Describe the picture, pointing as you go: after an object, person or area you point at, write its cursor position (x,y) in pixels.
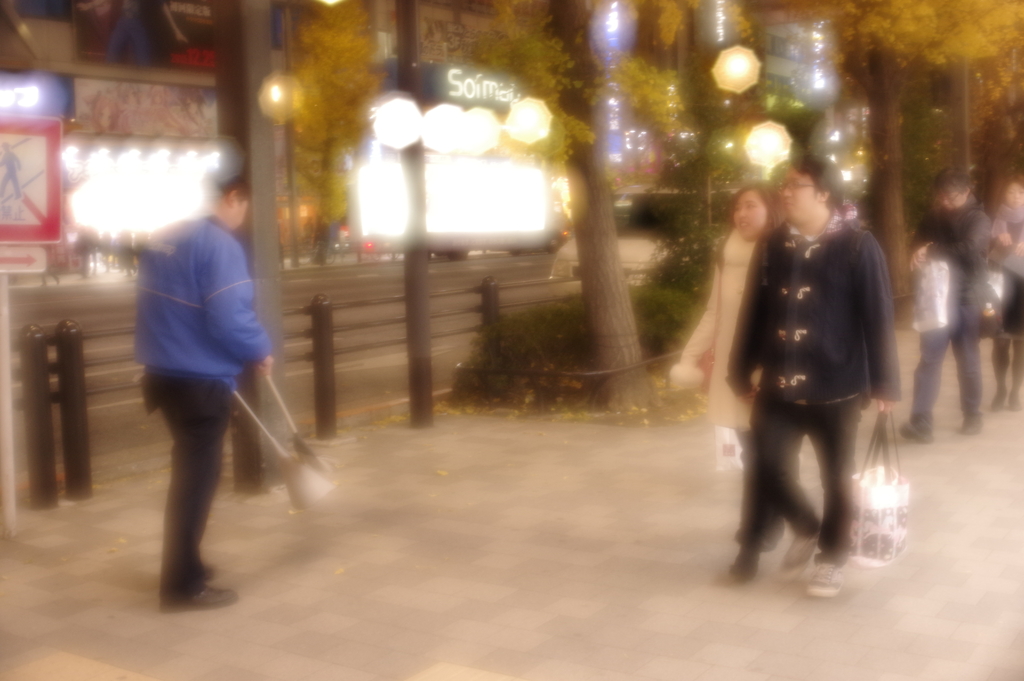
In this picture I can see a man (223,179) on the left side (159,321). On the right side (785,449) few persons (891,400) are walking, in the middle (612,399) there are trees (608,264), lights (523,205) and buildings (513,152) with boards (372,196).
